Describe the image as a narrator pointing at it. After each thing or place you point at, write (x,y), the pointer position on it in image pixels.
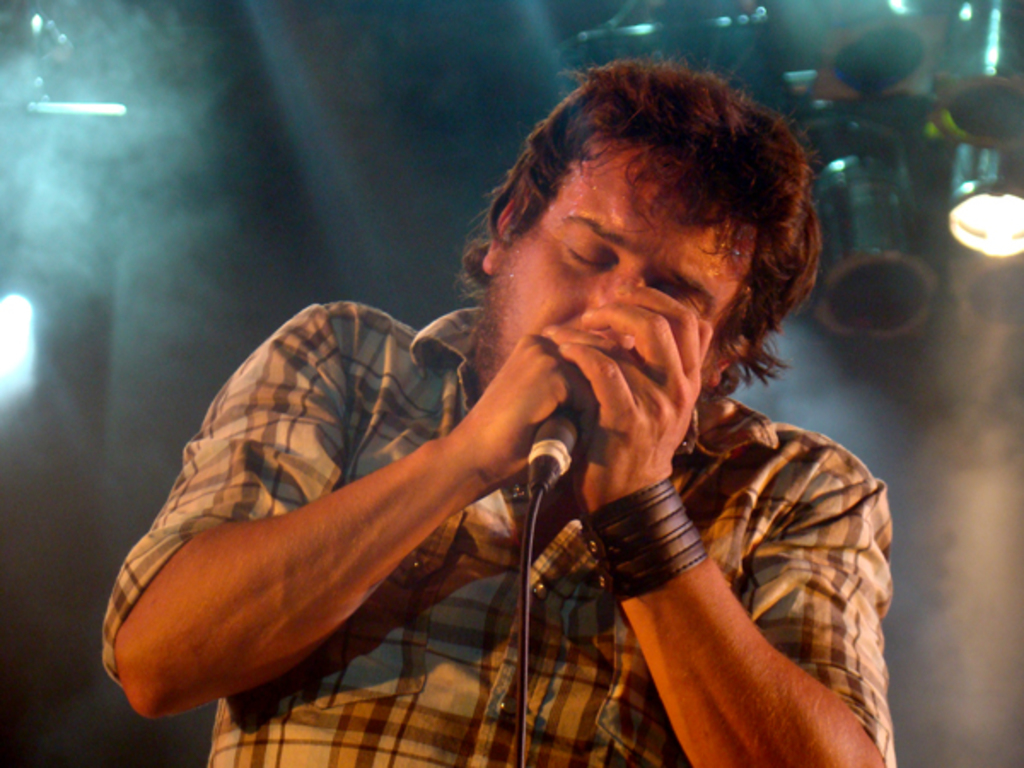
Background (134,341) is dark and smoky. We can see lights (800,76) here. In Front of a picture we can see one man (602,375) wearing a wrist band (628,533), holding a mike (560,436) in his hand (609,407) and singing.
